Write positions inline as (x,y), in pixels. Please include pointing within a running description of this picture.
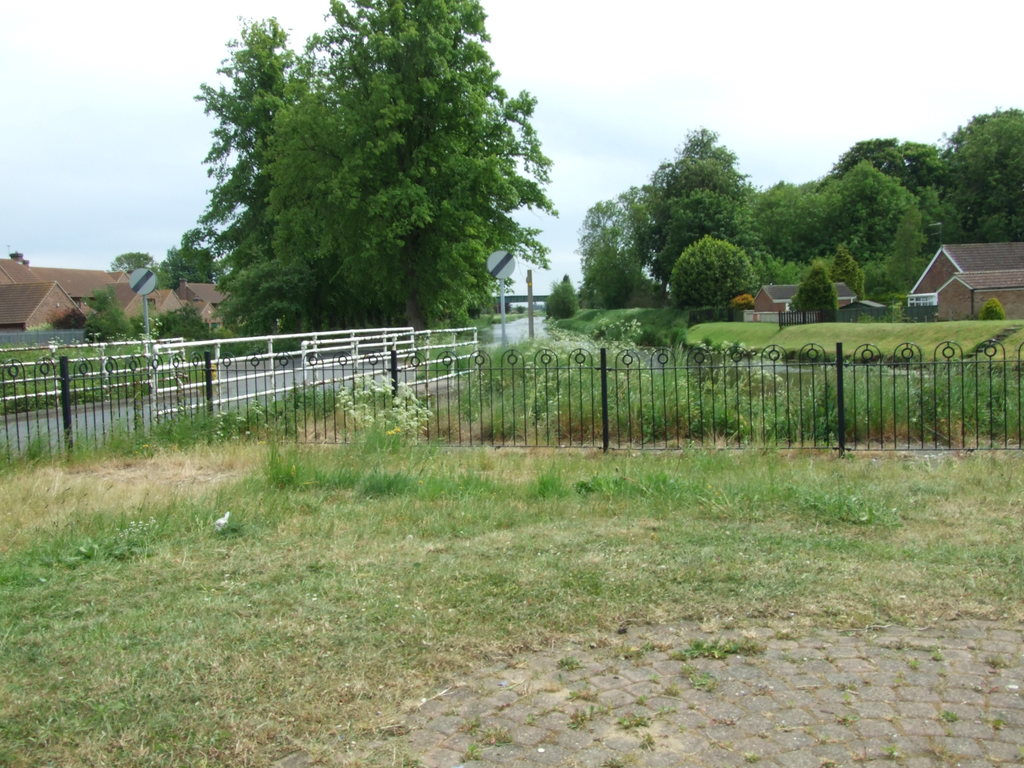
In this image we can see an iron fence (428,372), plants (489,352) and other objects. In the background of the image (477,216) there are some trees (324,221), houses (949,261), poles (501,281), the sky (511,290) and other objects (1002,331). At the bottom of the image (418,630) there is the floor (970,683) and grass (986,526).
